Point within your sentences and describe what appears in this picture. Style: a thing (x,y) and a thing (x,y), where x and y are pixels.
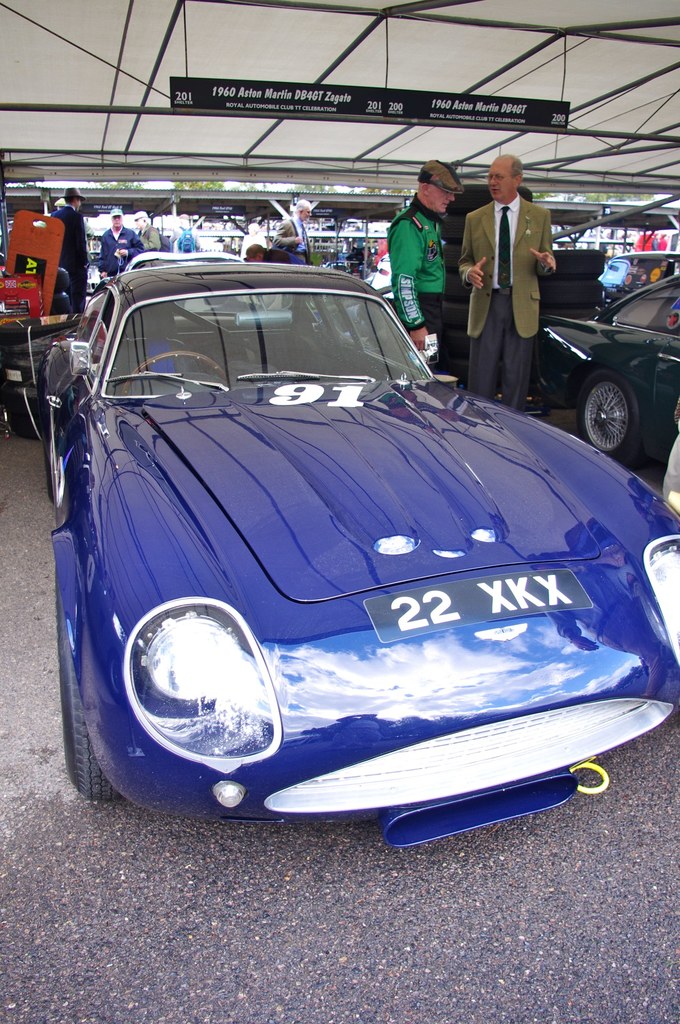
In this image I can see cars (465,404) and people (550,253) are standing on the floor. In the background (429,113) I can see a tent (263,141), a board (422,104) which has something written on it and other objects (162,202).
